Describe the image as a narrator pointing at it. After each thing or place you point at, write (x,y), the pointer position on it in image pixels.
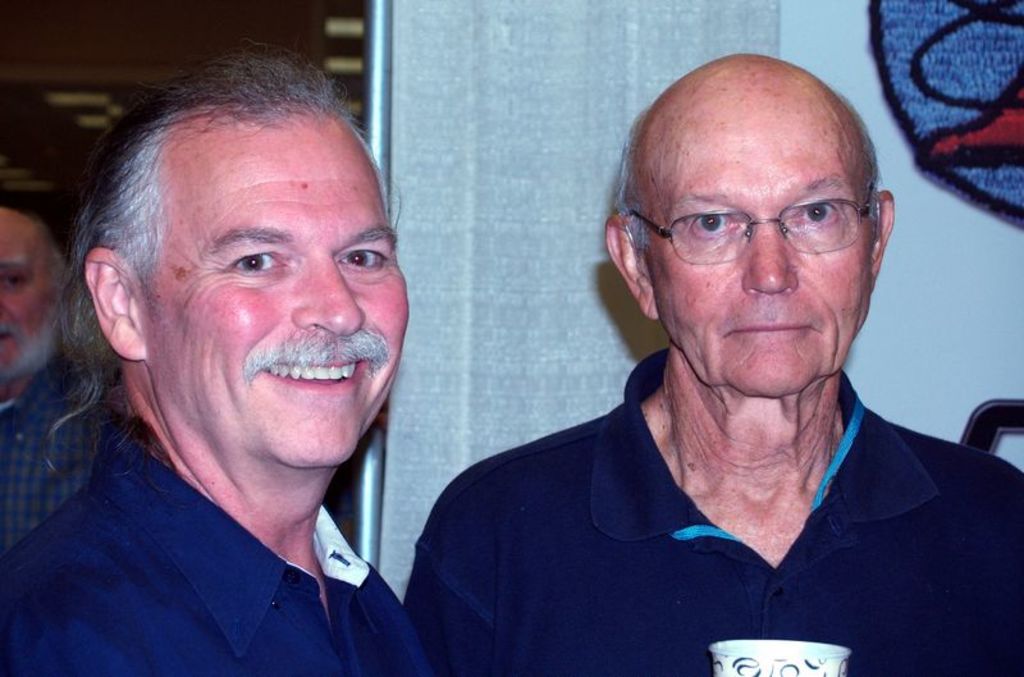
In the picture I can see two persons (236,562) wearing blue dress (370,573) and there is another person (36,342) in the left corner (16,403).
